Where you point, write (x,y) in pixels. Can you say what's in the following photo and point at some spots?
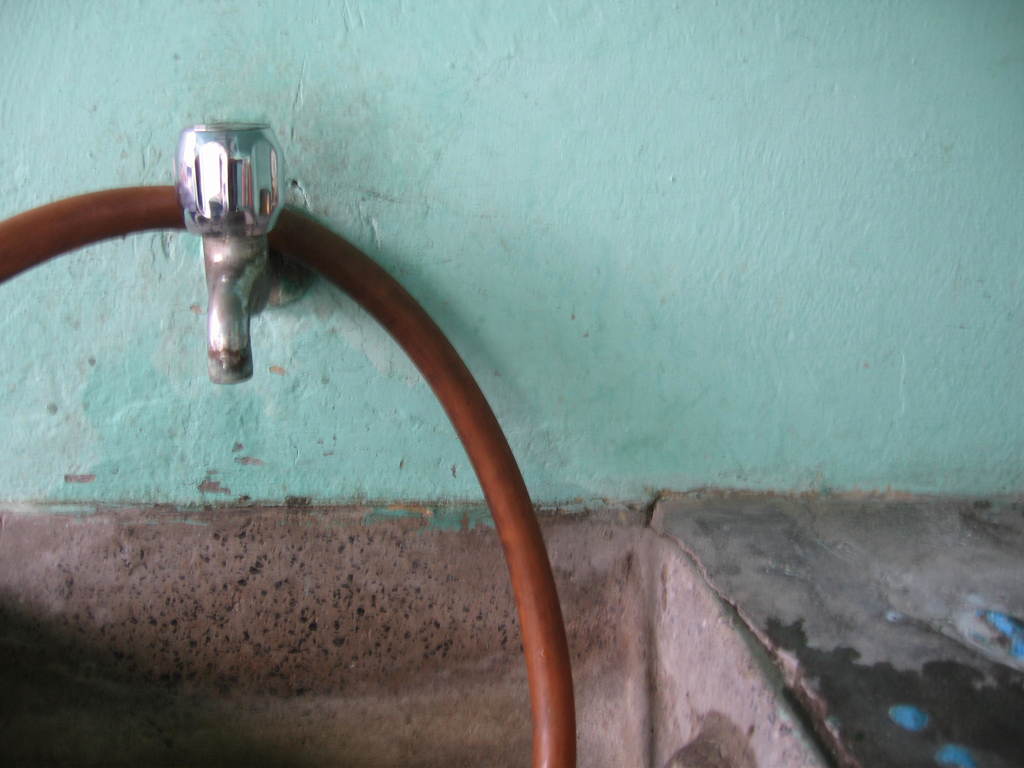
In this image I can see a water tap (219,216) and a brown colour pipe (63,229).
